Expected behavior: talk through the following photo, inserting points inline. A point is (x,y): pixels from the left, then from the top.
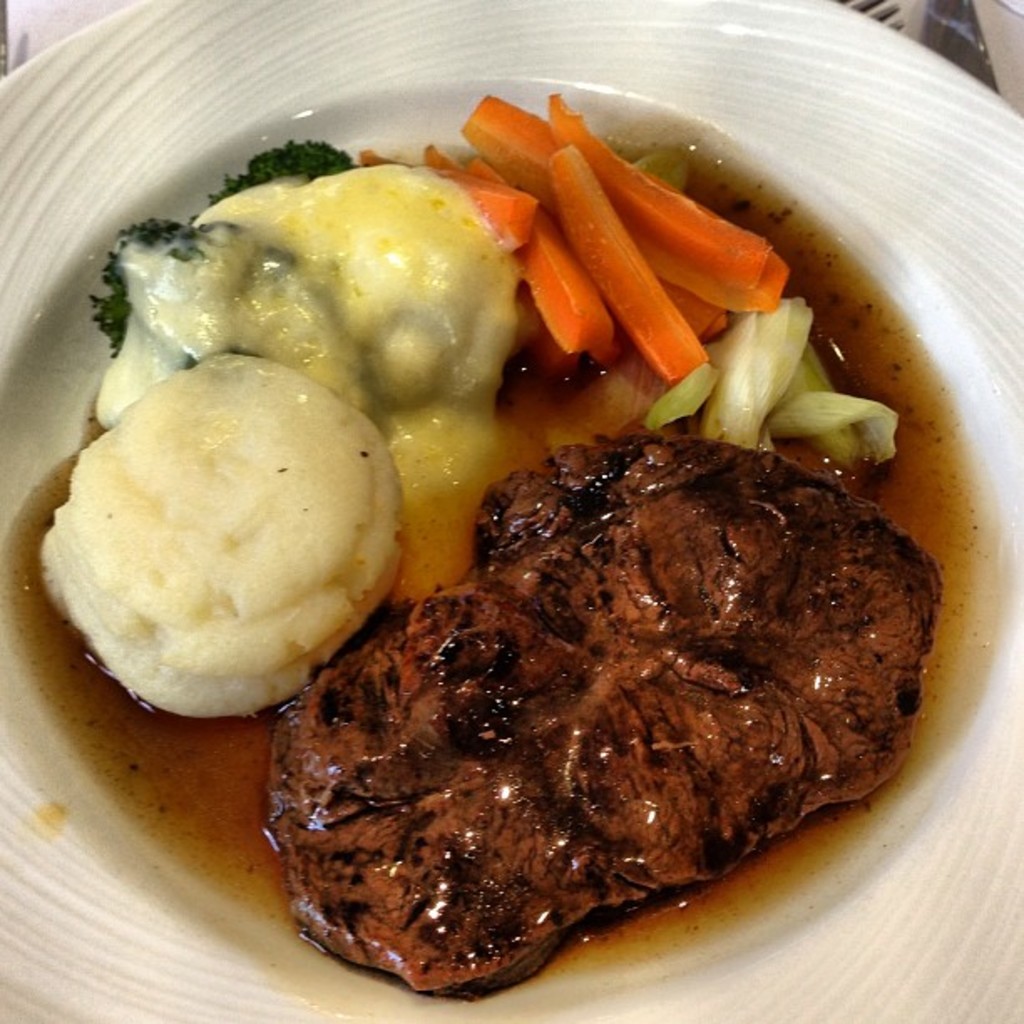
In this image I can see a food (533,250) in the white color plate (966,210). Food (663,666) is in brown, white, cream, green and orange color.
